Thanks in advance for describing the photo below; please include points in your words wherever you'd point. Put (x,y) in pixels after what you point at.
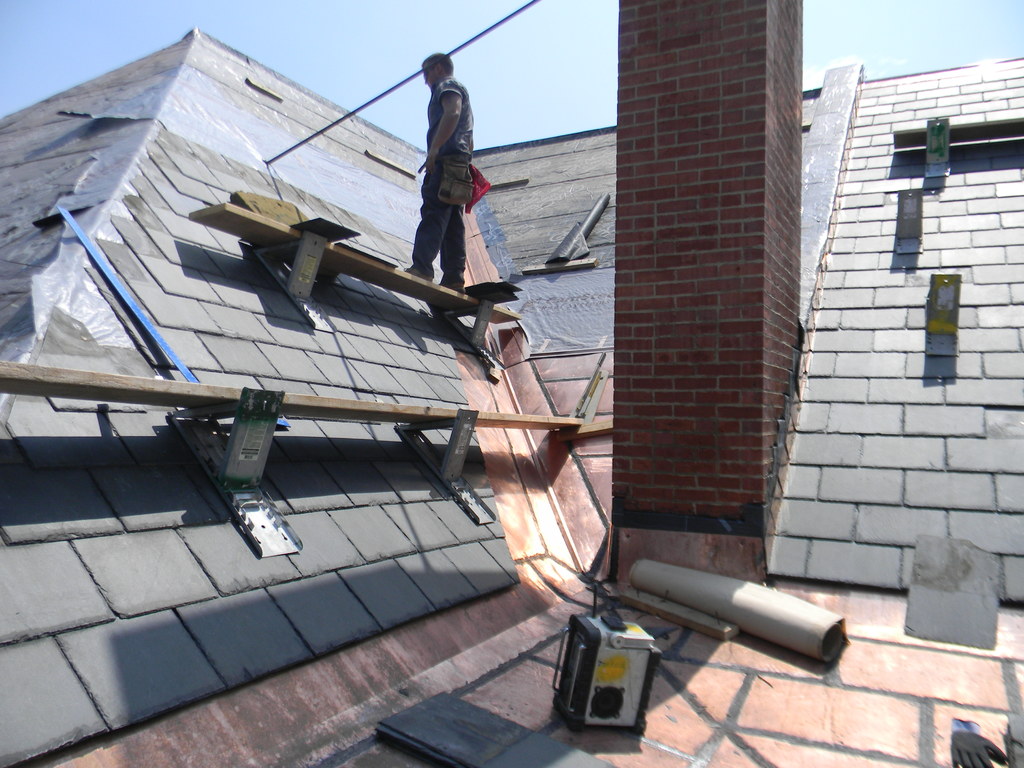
In this image I can see the roof (295,431) of the house (273,320). I can see some wooden boards (383,412) on the roof (409,383). I can see the person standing on the wooden object (406,290). I can also see some objects (571,675) on the roof (713,712). In the background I can see the sky (602,93).
